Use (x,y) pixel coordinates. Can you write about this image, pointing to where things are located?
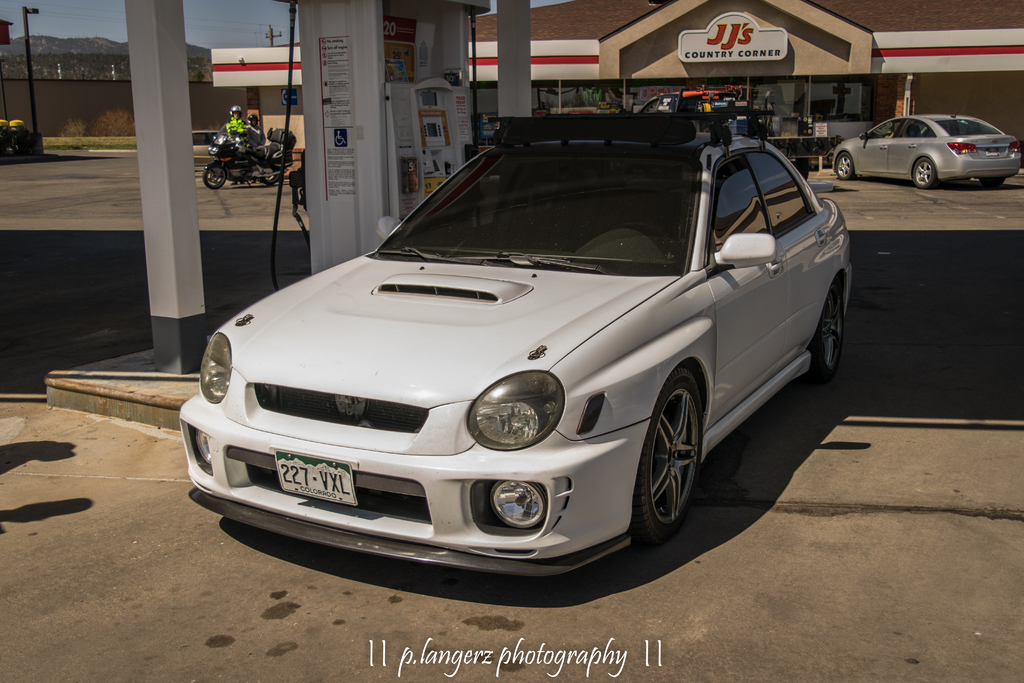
In this image I can see few vehicles (408,440) and I can also see the fuel dispenser (356,113). In the background (115,55) I can see few stalls (281,77), light poles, trees (15,67) and the sky (58,19) is in blue color.
